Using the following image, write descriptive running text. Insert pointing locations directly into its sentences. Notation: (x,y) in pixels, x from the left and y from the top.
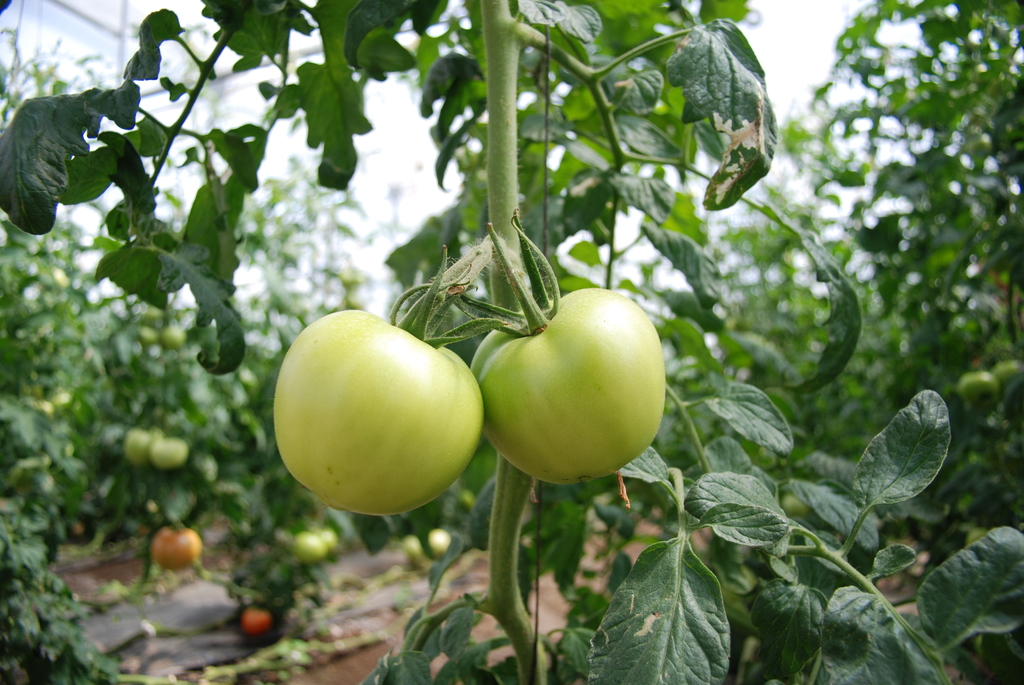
In this image I can see the vegetables (385,352) to the plants (675,259). These vegetables (383,427) are in green, Orange and red color. In the background (452,192) I can see the white roof (423,174).
